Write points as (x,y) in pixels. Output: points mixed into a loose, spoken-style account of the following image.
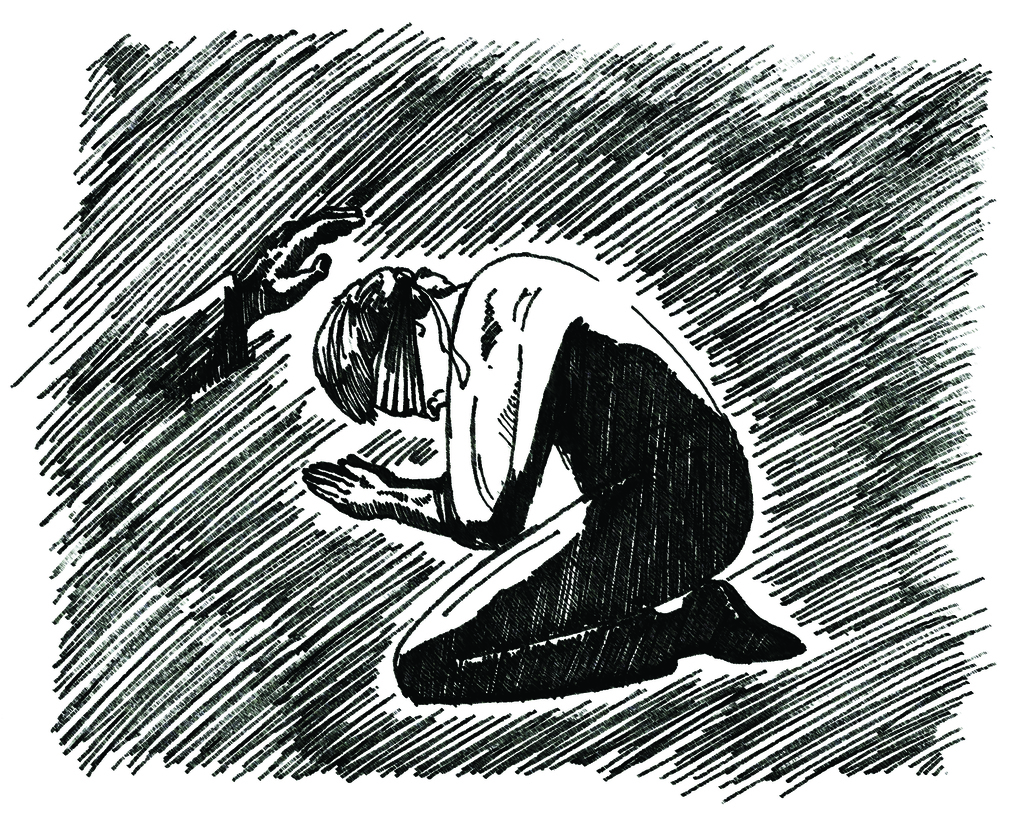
There is a drawing (233,52) in which, there is a person (700,391) kneeling down and praying to god, in front of a person's hand (270,237) which is blessing.
